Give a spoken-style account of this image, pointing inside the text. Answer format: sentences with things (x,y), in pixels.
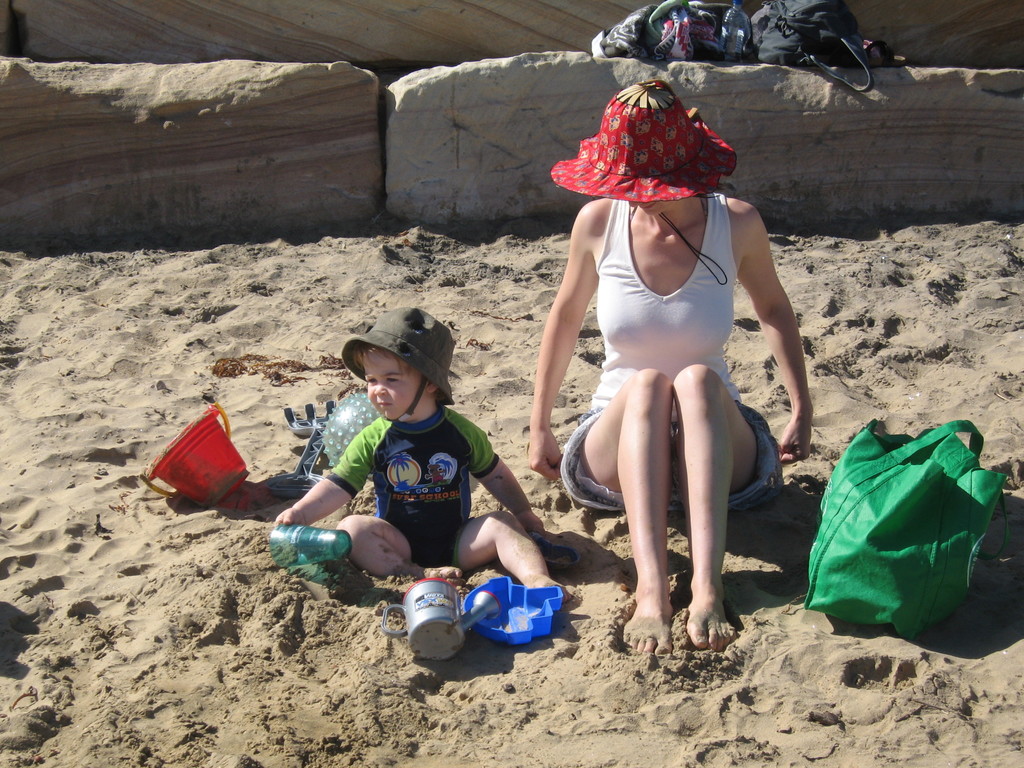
In the picture I can see a child (379,501) and woman (672,332) wearing white color dress (626,284) and hat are sitting on the sand (254,730), here I can see a bucket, few objects (463,638) and a green color bag (894,542) placed on the sand (277,626). In the background (221,67), I can see stones (425,65) upon which bags (815,57) are kept.
